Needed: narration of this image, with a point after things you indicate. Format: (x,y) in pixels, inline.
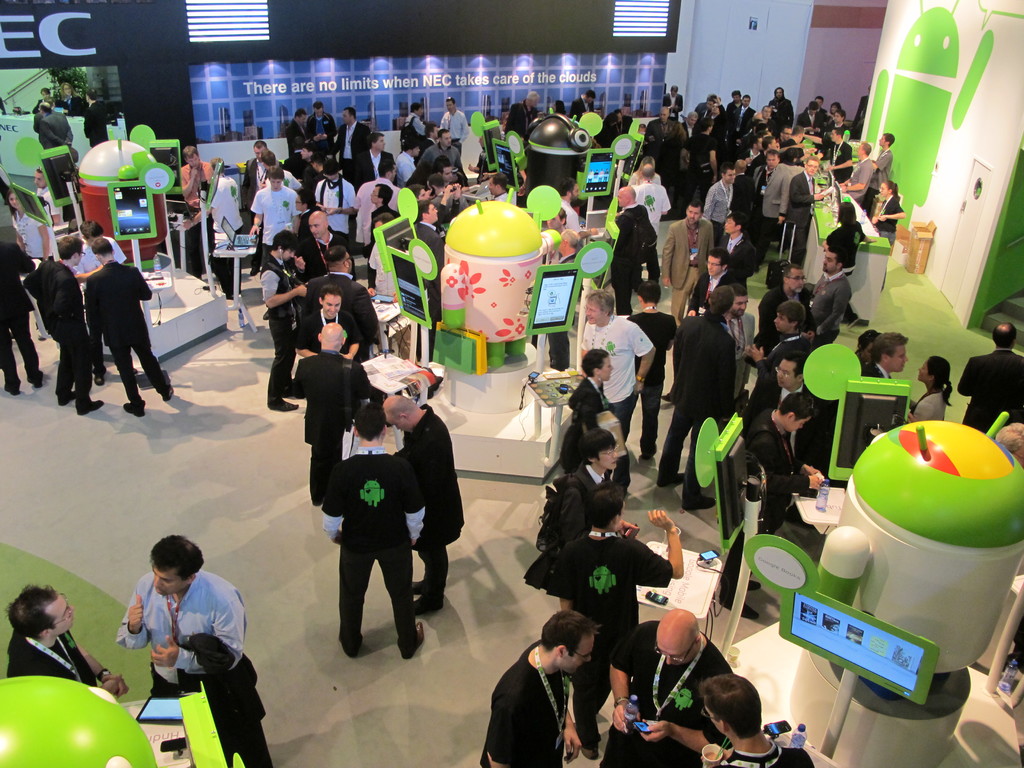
In this image we can see a few people (412,495), a person (650,672) is holding a cell phone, another person (770,514) is holding a bottle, there are some cell phones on the table (696,583), there are some boards (218,68) with some text (50,40) on it, there are some toys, monitors (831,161) on the table (859,260).
